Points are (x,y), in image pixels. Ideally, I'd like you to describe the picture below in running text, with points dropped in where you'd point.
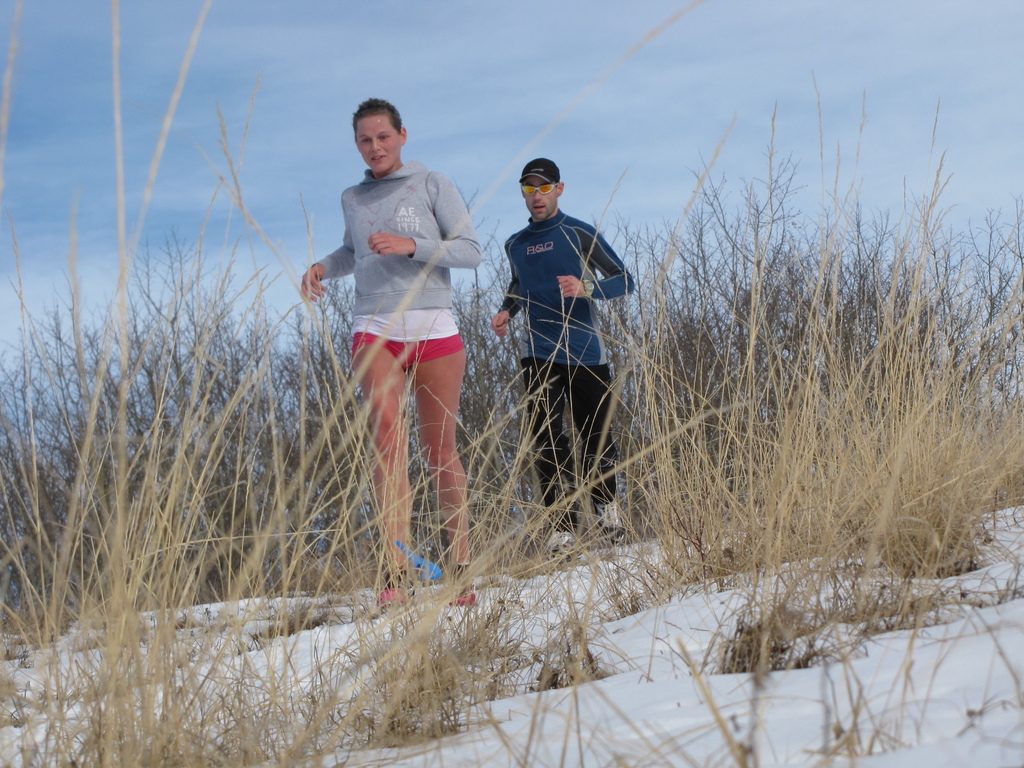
In this picture we can observe two members (560,361) running. One of them was a woman (410,357) and the other was a man (540,338) wearing cap (545,174) and spectacles (548,189). There is some dried grass (103,548) on the ground (558,634). We can observe some snow (588,711) on the ground (688,705). In the background (440,75) there is a sky (505,80) with clouds (701,94).
